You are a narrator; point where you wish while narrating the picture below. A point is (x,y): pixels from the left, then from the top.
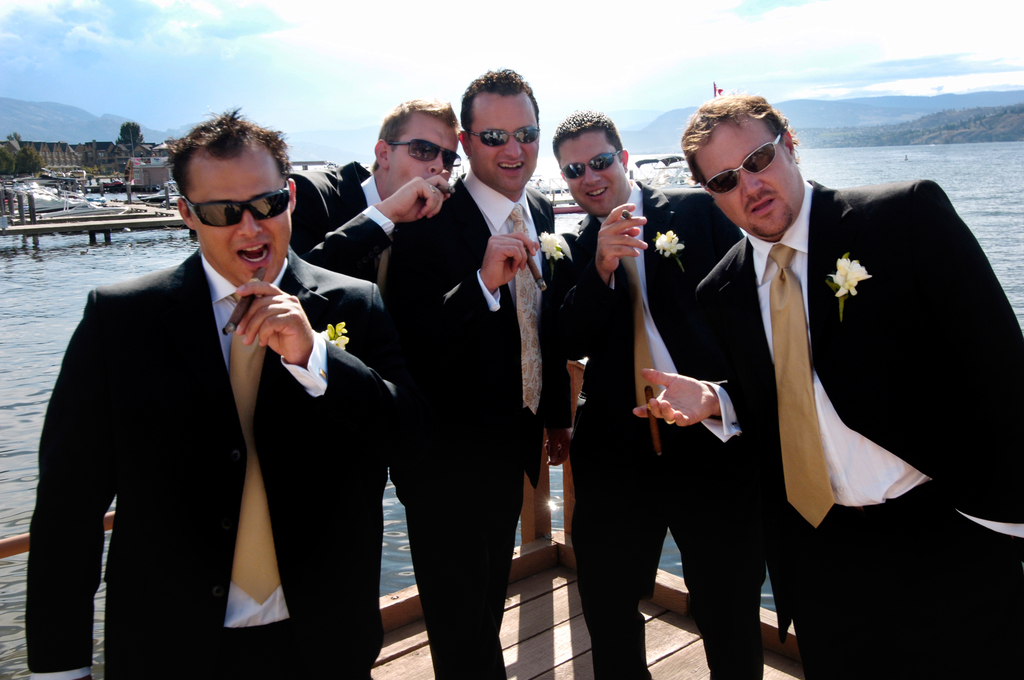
In this image I can see few men (457,220) are standing and I can see all of them are wearing black blazers (312,398), white shirt (848,445), black shades (768,156) and tie (785,285). I can see all of them are holding cigars (239,320). In the background (952,171) I can see water (987,153), buildings (11,146), a tree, clouds (824,24) and sky (786,37).
